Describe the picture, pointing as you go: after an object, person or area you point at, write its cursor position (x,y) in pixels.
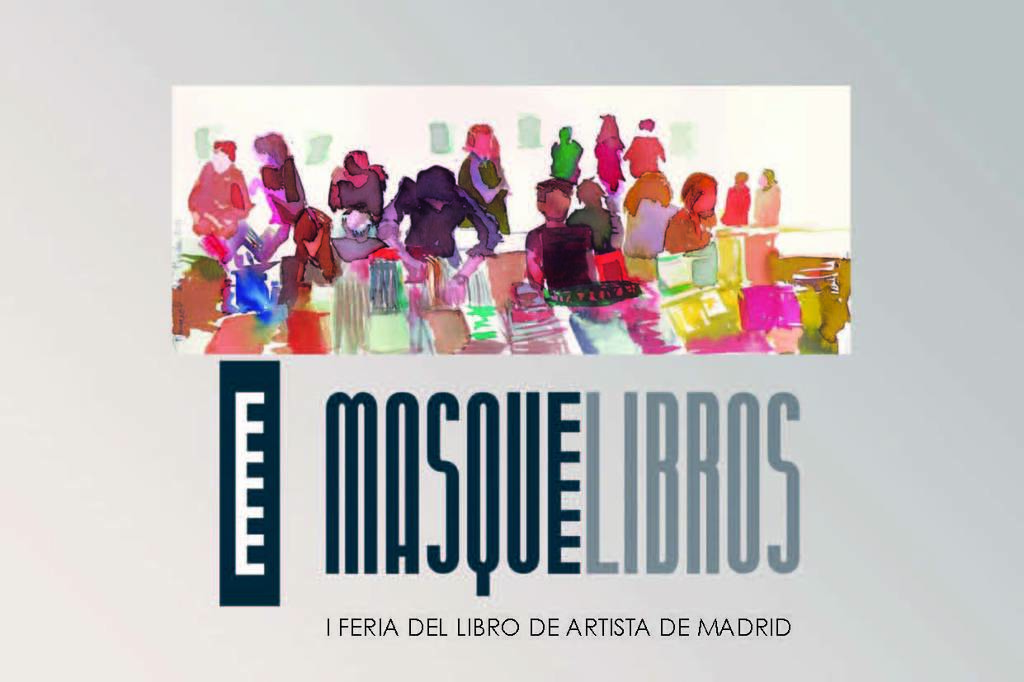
In this image we can see a poster (430,485). In this poster (383,290) there are people (668,223) and we can see text (694,516).
